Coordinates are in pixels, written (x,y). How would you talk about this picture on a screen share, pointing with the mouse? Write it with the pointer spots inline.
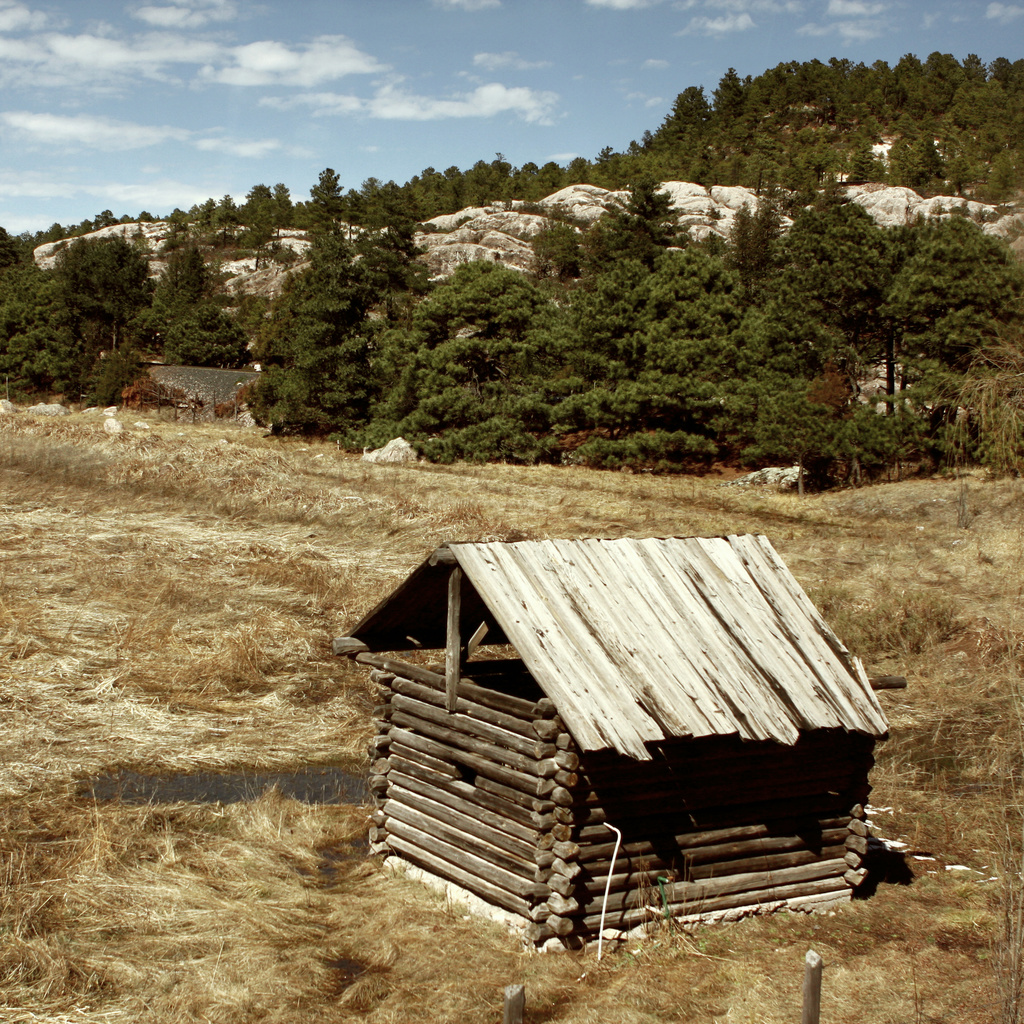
In this image there is a small wooden hut (529,749) at the bottom (502,836). In the background (624,273) there are hills (521,217) on which there are trees (550,281) and stones (498,236). At the bottom (328,933) there is grass (244,891). At the top (213,114) there is the sky (213,114).
